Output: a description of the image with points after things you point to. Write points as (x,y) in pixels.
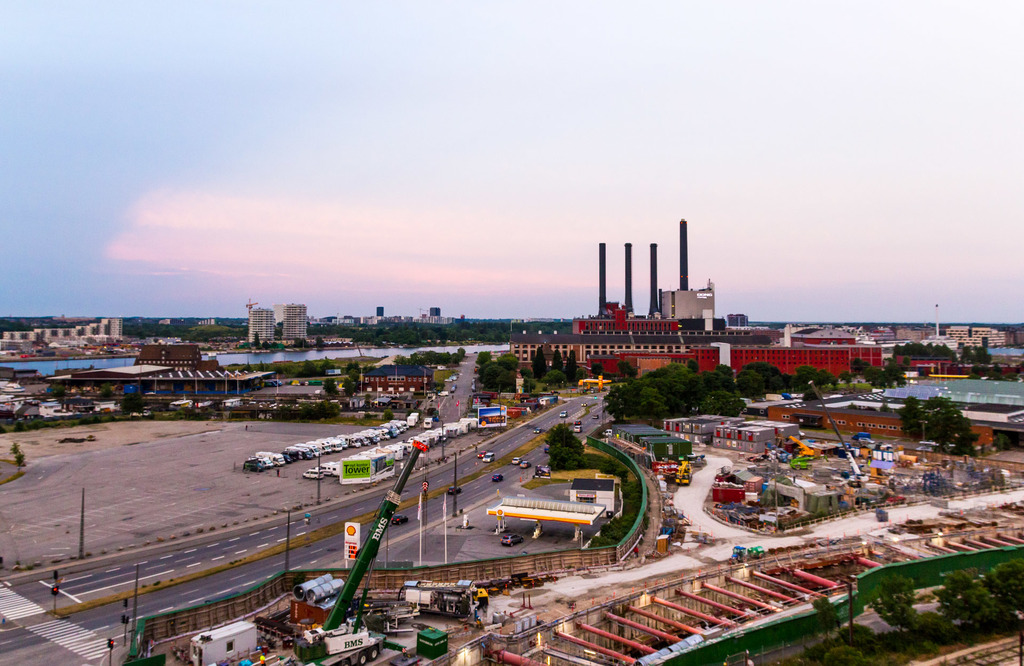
In this image we can see vehicles (405,475), buildings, trees (574,457), roads (362,503) and some other objects (719,483) and there is a sky (455,206) at the top of this image (586,183).
